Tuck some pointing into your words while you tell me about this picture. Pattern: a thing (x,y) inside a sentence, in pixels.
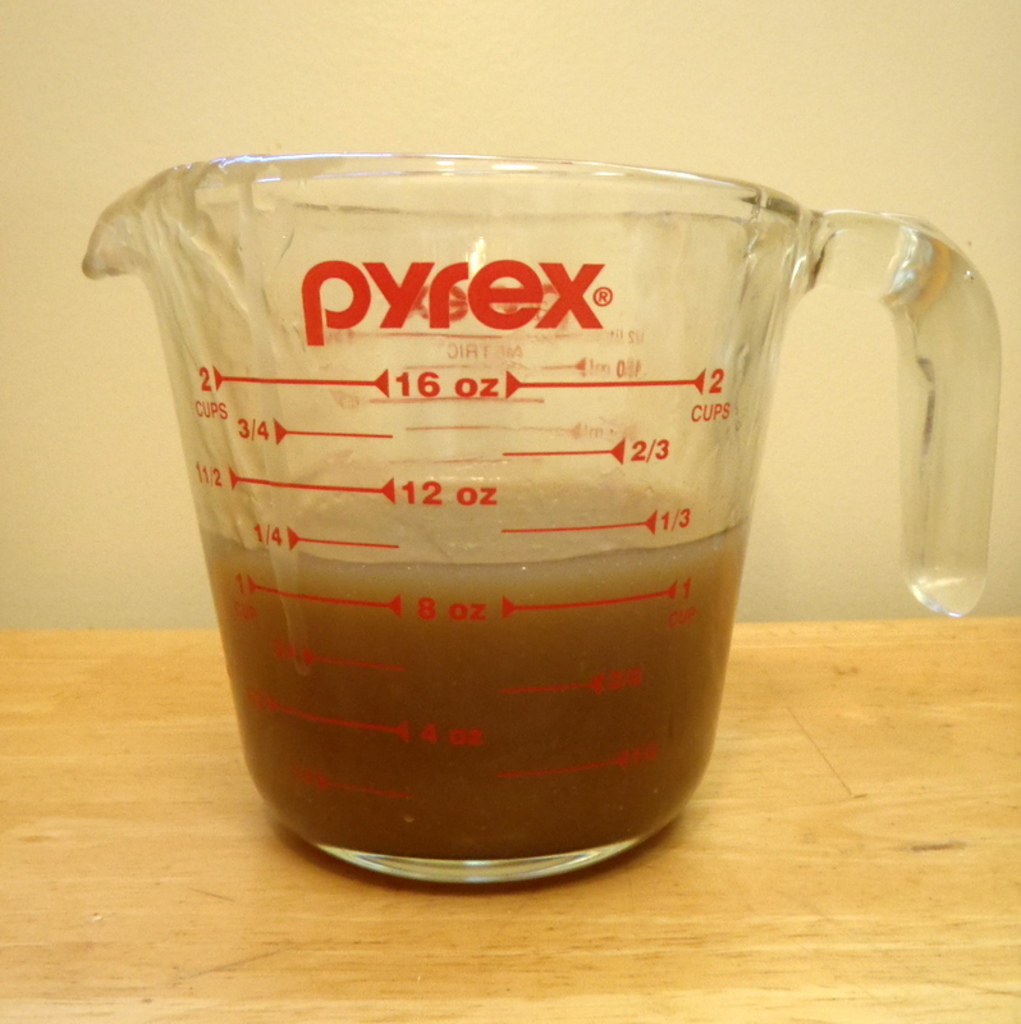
In this image we can see a cup (610,613) with something (433,719) in it placed on the wooden table (414,912).
